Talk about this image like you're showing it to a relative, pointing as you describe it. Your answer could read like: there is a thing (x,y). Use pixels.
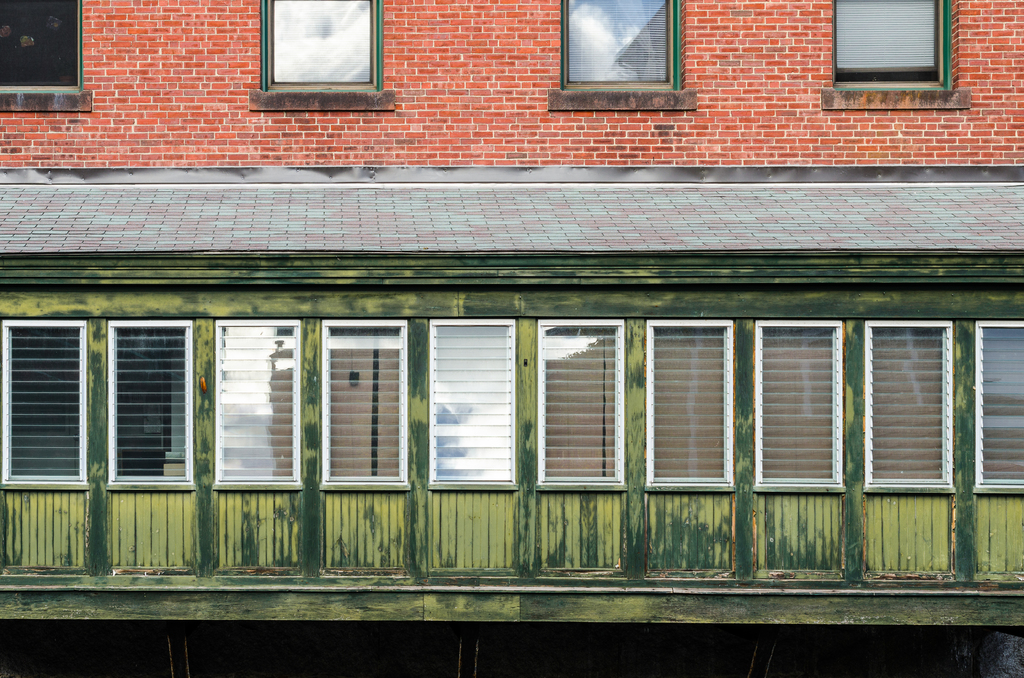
In this picture we can see a building (53,516) with windows (918,421), curtains (918,421), brick wall (169,95).
